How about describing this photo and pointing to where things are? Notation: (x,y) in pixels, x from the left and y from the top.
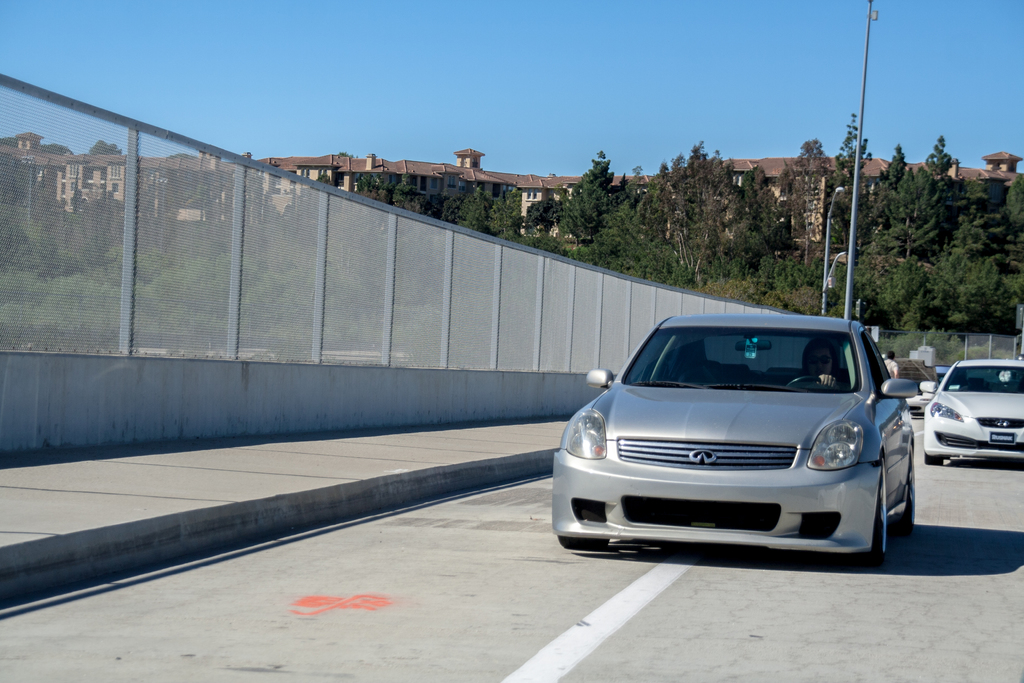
This image is clicked on the road (612,590). There are cars (855,410) moving on the road (574,597). Beside the road (326,645) there is a walkway (363,430). Beside the walkway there is a railing (370,342). In the background (572,189) there are buildings (565,176) and trees (753,207). There are street light poles (825,266) on the walkway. At the top (426,109) there is the sky (364,109).
